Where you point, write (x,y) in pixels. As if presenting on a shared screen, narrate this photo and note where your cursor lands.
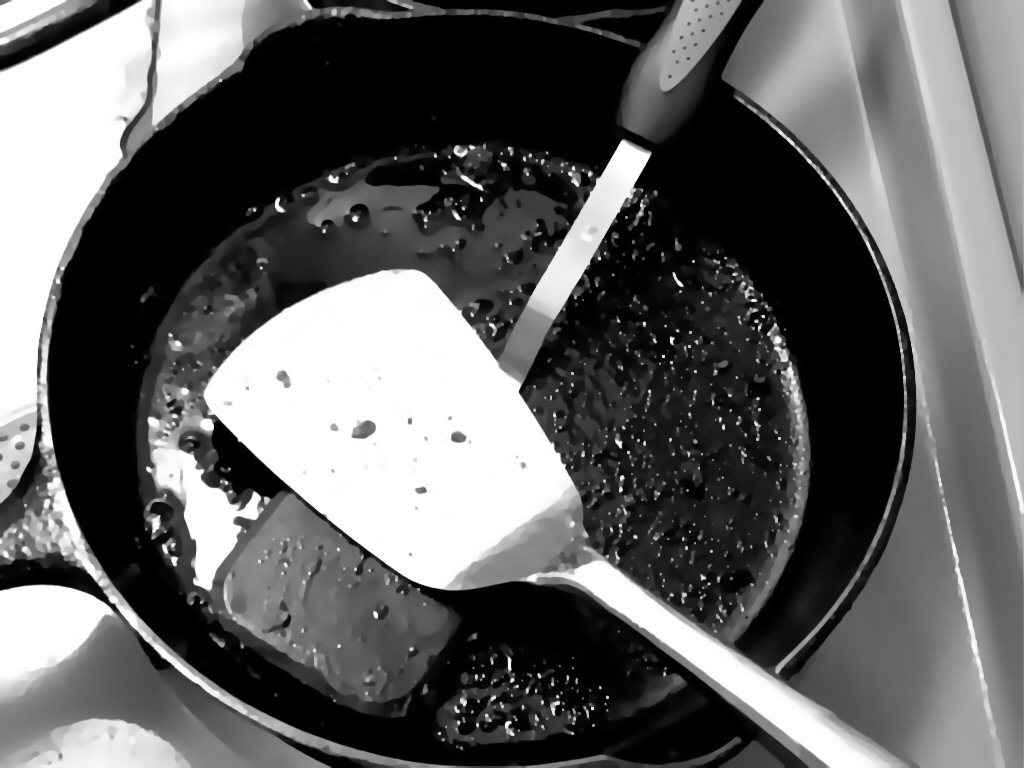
In the foreground of this picture (482,530), there are two spatulas (497,477) on a black pan (261,192) which is on the stove (778,65).
